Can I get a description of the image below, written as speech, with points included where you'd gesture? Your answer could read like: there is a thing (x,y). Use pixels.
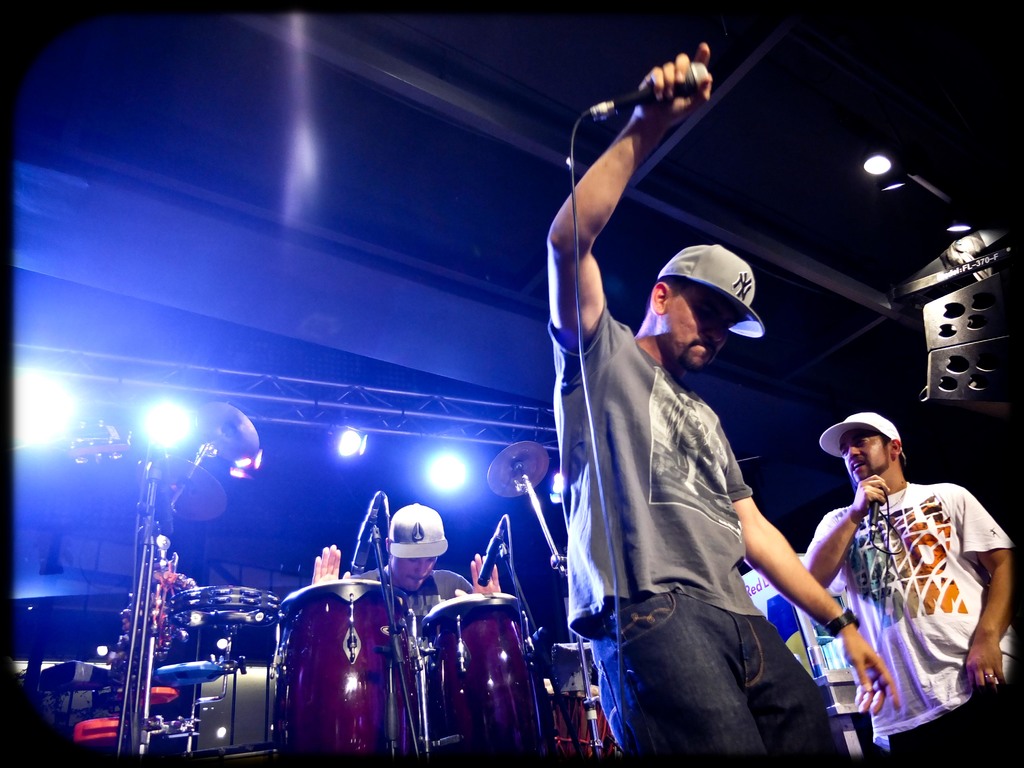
In this image i can see there are group of men (726,643) standing on stage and holding a microphone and playing drums (311,642).
